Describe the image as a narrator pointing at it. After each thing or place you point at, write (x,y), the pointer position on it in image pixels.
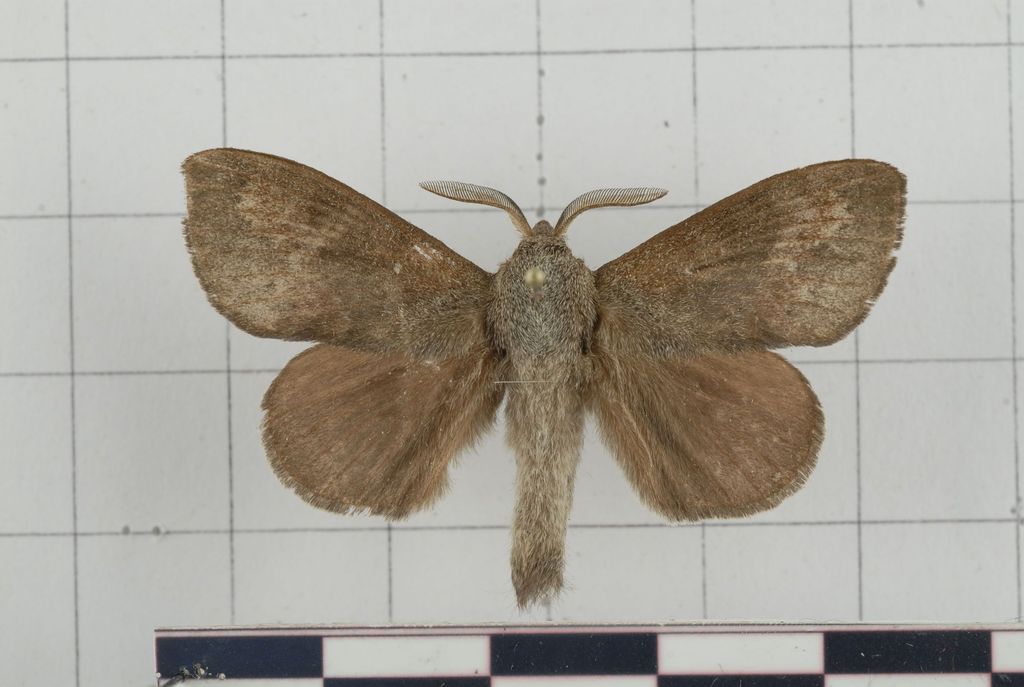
The picture consists of a moth (455,383) on a white surface (79,193).
